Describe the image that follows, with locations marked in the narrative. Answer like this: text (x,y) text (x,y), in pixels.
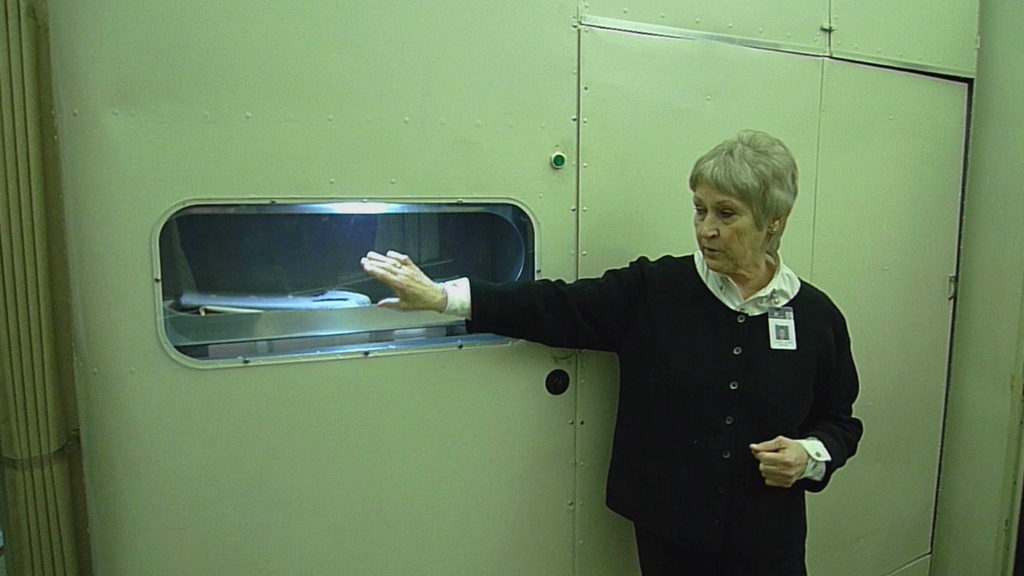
In this image we can see a woman (711,188) standing in front of the door (700,93) and gesturing at the window (329,279).
